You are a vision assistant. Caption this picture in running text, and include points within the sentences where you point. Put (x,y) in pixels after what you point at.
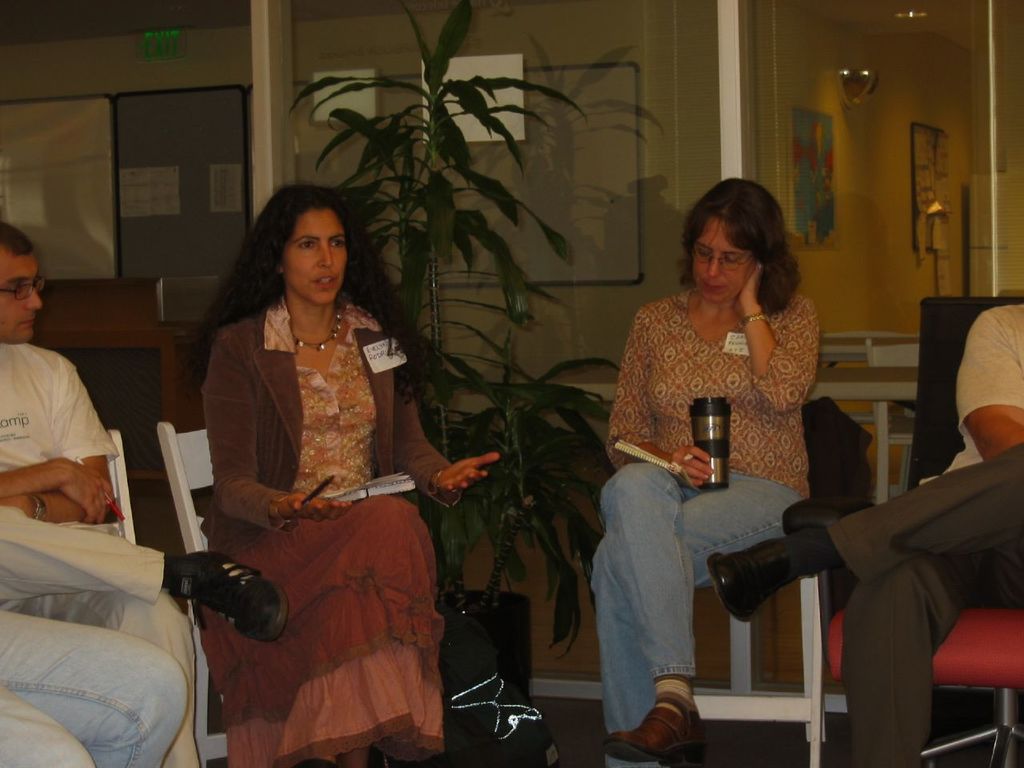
This image is taken indoors. In the background (844,184) there is a wall (877,171) with a few picture frames (821,175) and boards (629,191) on it. There is a plant (448,247) with stems (431,245) and green leaves (503,389) in the pot (484,624). On the left side of the image (144,567) two men (133,575) and a woman (291,569) are sitting on the chairs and a woman (311,477) is holding a pen (317,491) in her hand (304,499). On the right side of the image (969,387) a man (858,521) is sitting on the chair (961,661) and a woman (749,483) is sitting on the chair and she is holding a book (652,455) and a tumbler (723,407) in her hands (698,466).
